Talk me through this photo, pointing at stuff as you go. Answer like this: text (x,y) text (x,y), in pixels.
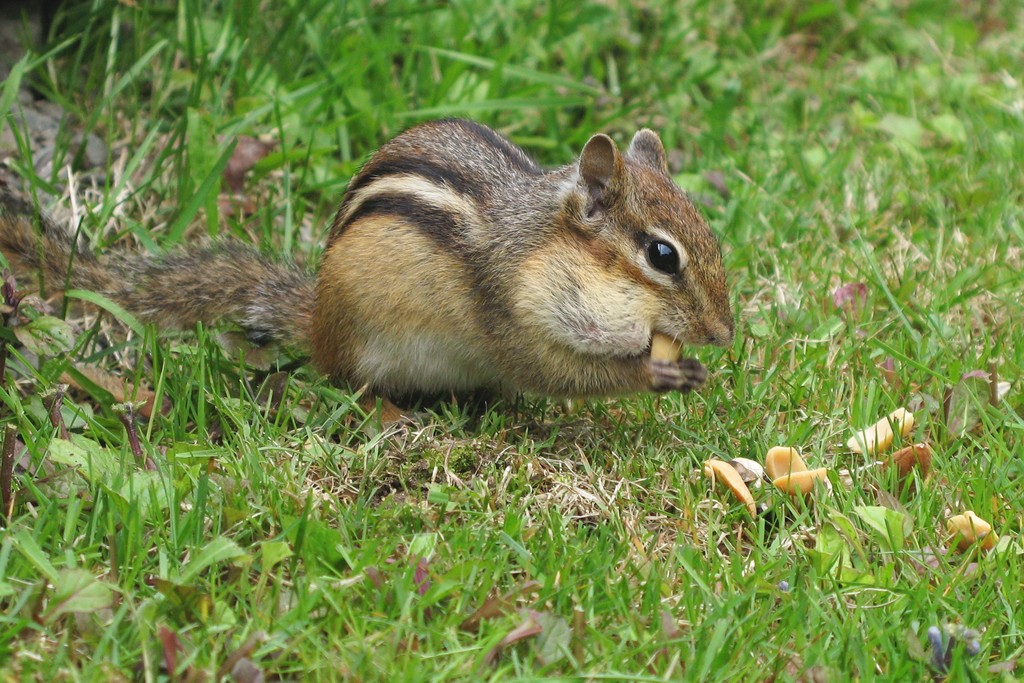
This picture shows a squirrel (585,210) holding some food (670,352) with its legs (668,367) and we see grass (884,303) on the ground (534,480). it is a black brown and white in color.
